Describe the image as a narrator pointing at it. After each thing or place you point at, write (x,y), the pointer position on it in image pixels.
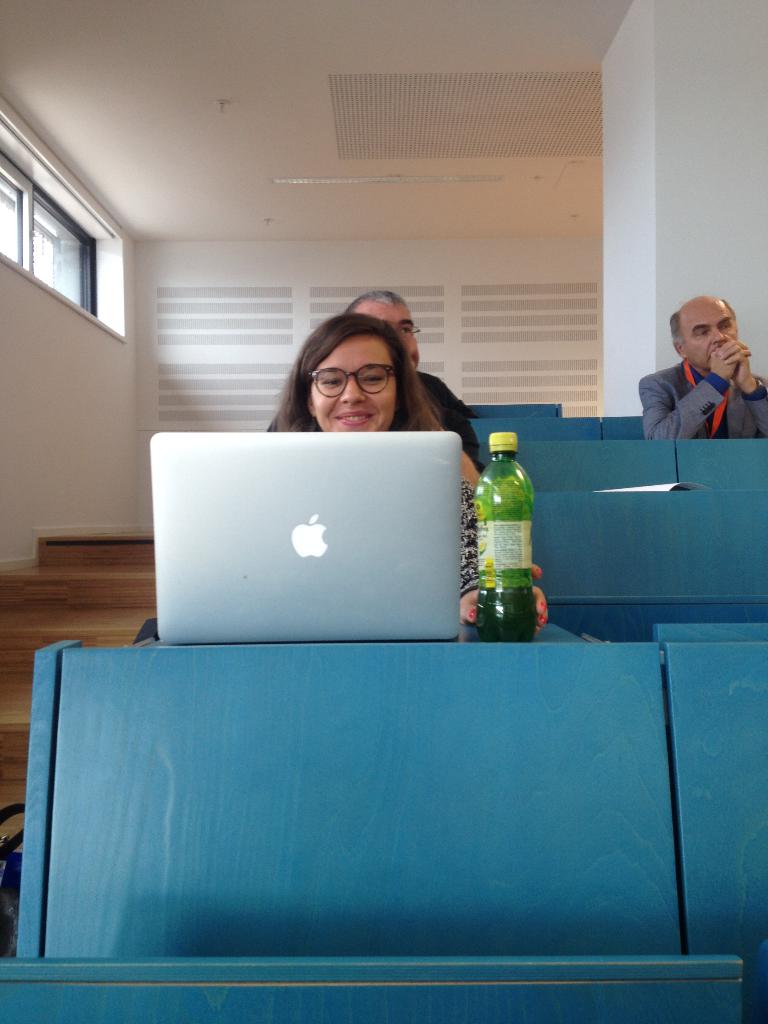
3 people (679,423) are seated on the blue chairs (619,456). on the table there is a laptop (367,548) and a green bottle (510,544). at the left (58,586) there are stairs (95,569). behind them there is a white wall (342,265). the person (322,390) at the front (340,393) is wearing spectacles (376,389) and smiling.
